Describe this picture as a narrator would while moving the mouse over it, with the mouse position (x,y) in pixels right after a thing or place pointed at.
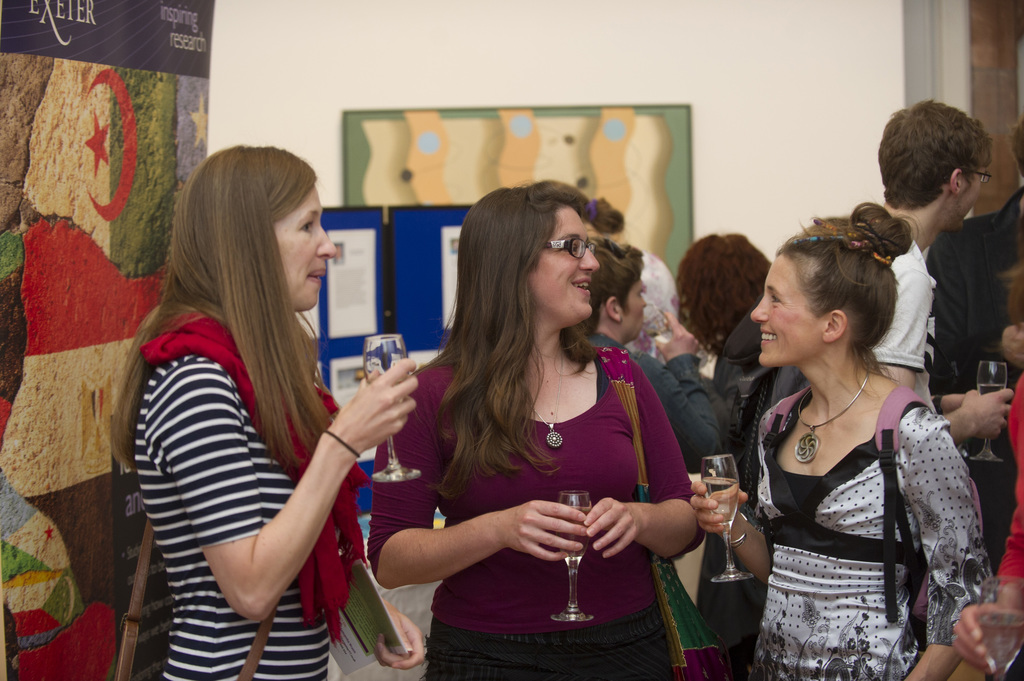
In this image I can see few women (566,453) are standing and holding wine glasses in their hands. In the background (1007,493) I can see few persons (955,259) standing and holding wine glasses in their hands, the wall (788,221), a blue colored object (403,239), a banner (63,191) and few other objects (523,180).
